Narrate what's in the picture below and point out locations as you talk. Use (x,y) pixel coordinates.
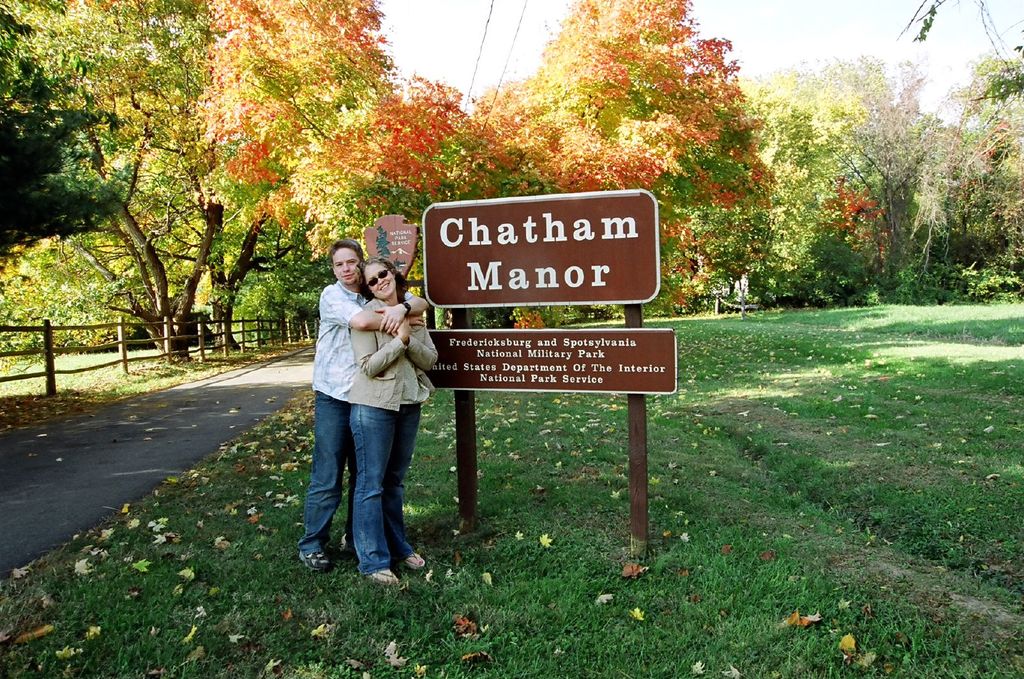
In this image, there are a few people (380,575). We can see the ground (630,577) with grass (786,553). We can see some trees (416,126), wires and boards (500,292) with text (446,235). We can see the fence (287,329) and the sky (416,73).
